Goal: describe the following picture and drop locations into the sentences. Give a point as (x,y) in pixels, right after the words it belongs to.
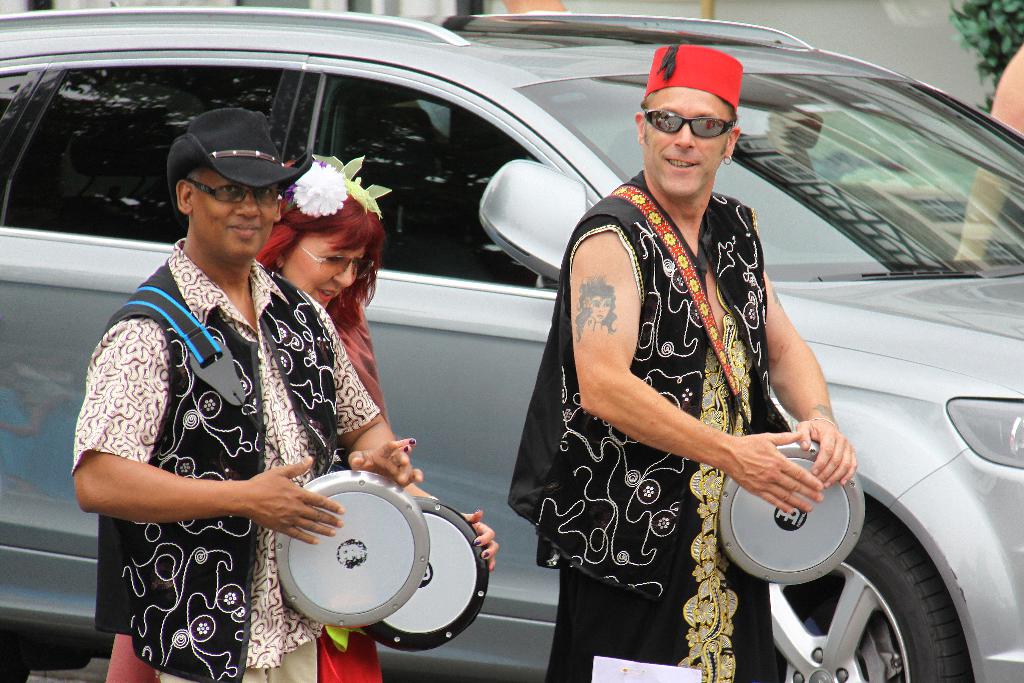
Two men (627,341) and a woman (354,297) are playing drums (414,606). There is a car (921,221) behind them.
